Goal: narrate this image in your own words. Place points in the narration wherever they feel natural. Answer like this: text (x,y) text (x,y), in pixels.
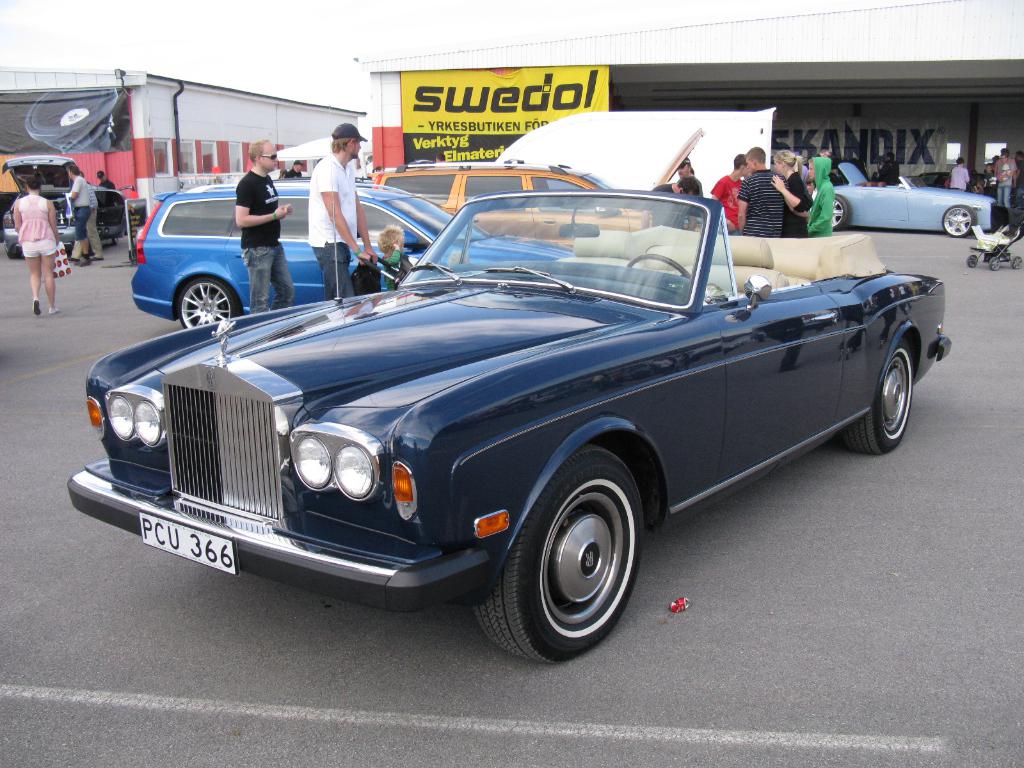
This picture is clicked outside. In the center (438,458) we can see the group of cars (911,226) seems to be parked on the ground (931,452) and we can see the group of persons (1008,193) and there are some objects (979,247) placed on the ground (965,252). In the background (370,124) we can see the sky (6,27) and the buildings (624,84) and there is a yellow color board (535,86) on which we can see the text (535,111) and we can see the text (911,130) on the wall (873,144) of a building (842,145).
